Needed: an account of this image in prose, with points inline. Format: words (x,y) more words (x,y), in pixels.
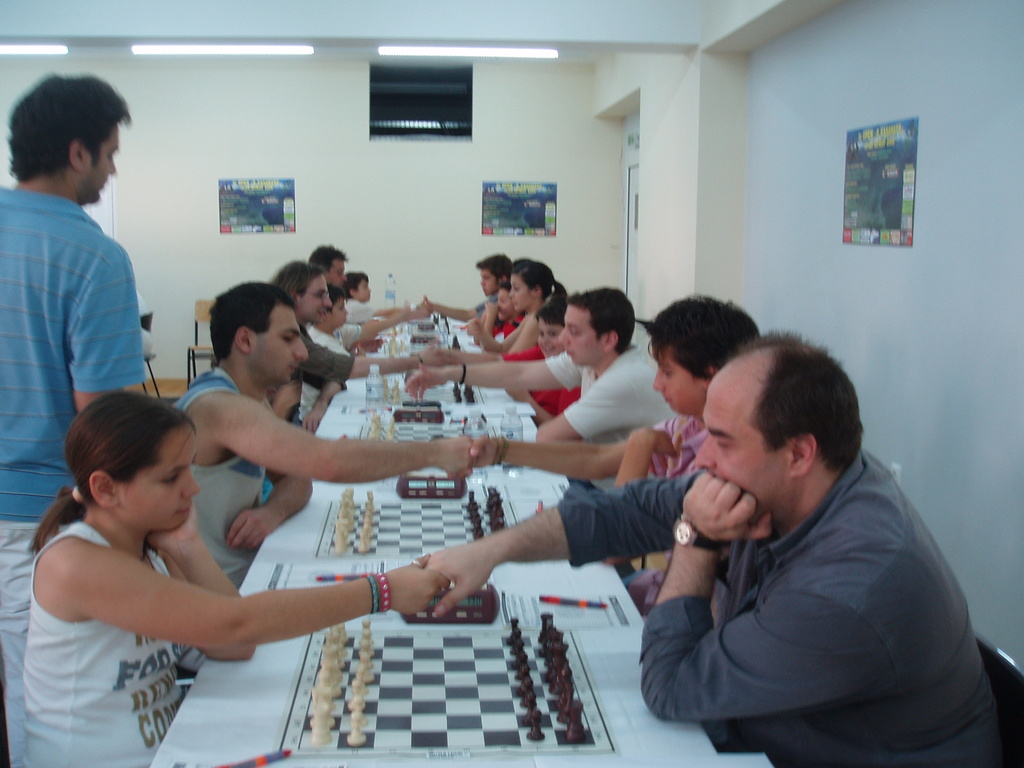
In this image i can see group of people (151,563) sitting on chair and playing chess (524,678) at left (52,253) there is a man (55,242) standing at the back ground (285,207) i can see a poster (287,221) on the wall (356,118) and a light (194,47).
